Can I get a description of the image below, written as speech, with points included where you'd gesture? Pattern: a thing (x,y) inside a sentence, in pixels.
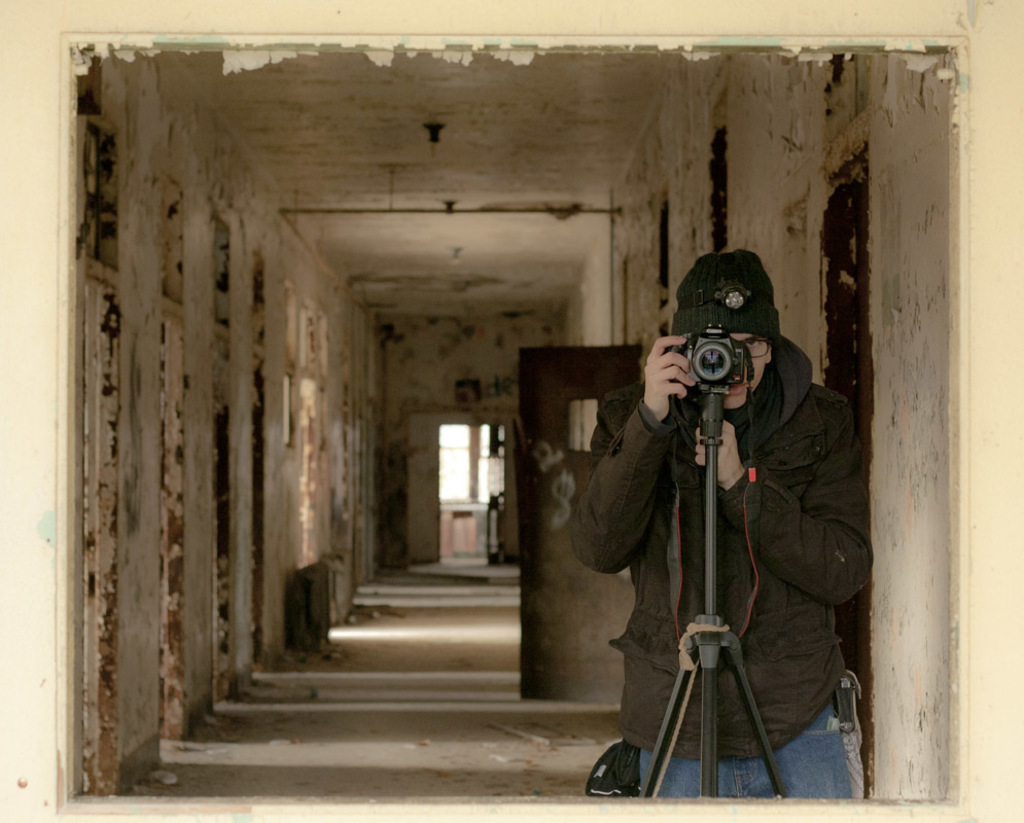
This is an inside view. On the right side (747,578) I can see a man (775,586) wearing a jacket (815,582), jeans (808,777), standing and holding the camera (707,353) in the hands (681,356). Beside the man (812,486) I can see the wall (866,315). On the left side (95,541), I can see few pillars (239,536). In the background (559,438) there is a door (546,497) and wall (428,352).
